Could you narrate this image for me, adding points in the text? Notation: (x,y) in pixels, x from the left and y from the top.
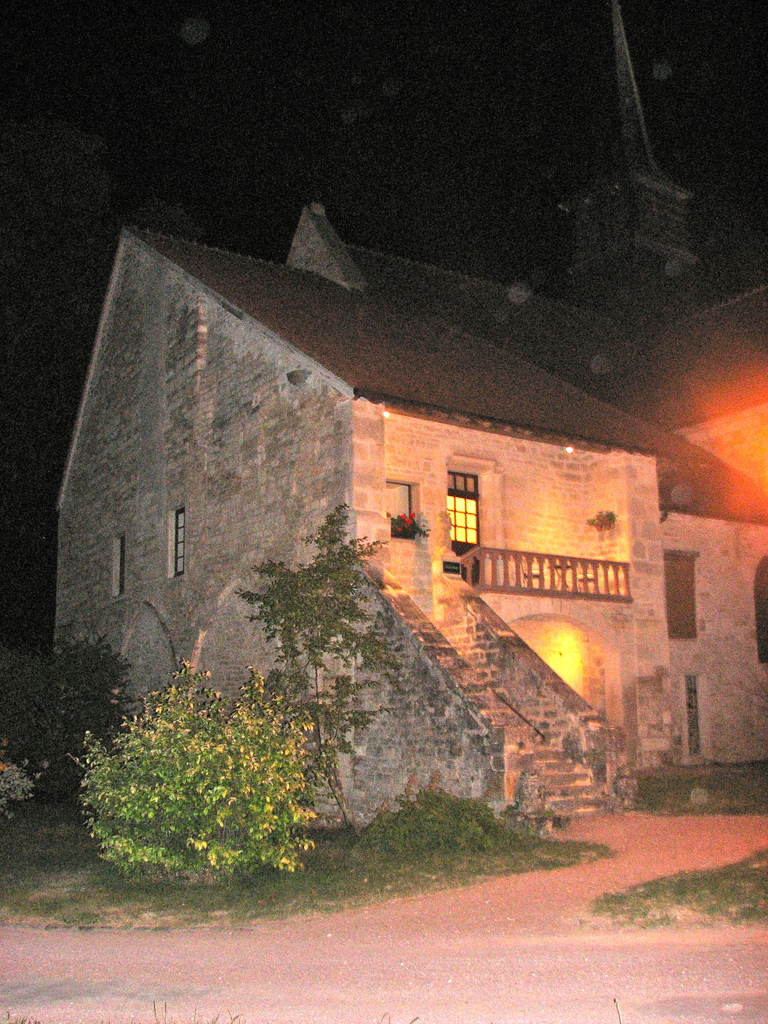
In this image there is a building (263,494), in front of the building (654,490) there are trees (29,739), plants (278,750), grass (378,860) and the sky (299,155).
